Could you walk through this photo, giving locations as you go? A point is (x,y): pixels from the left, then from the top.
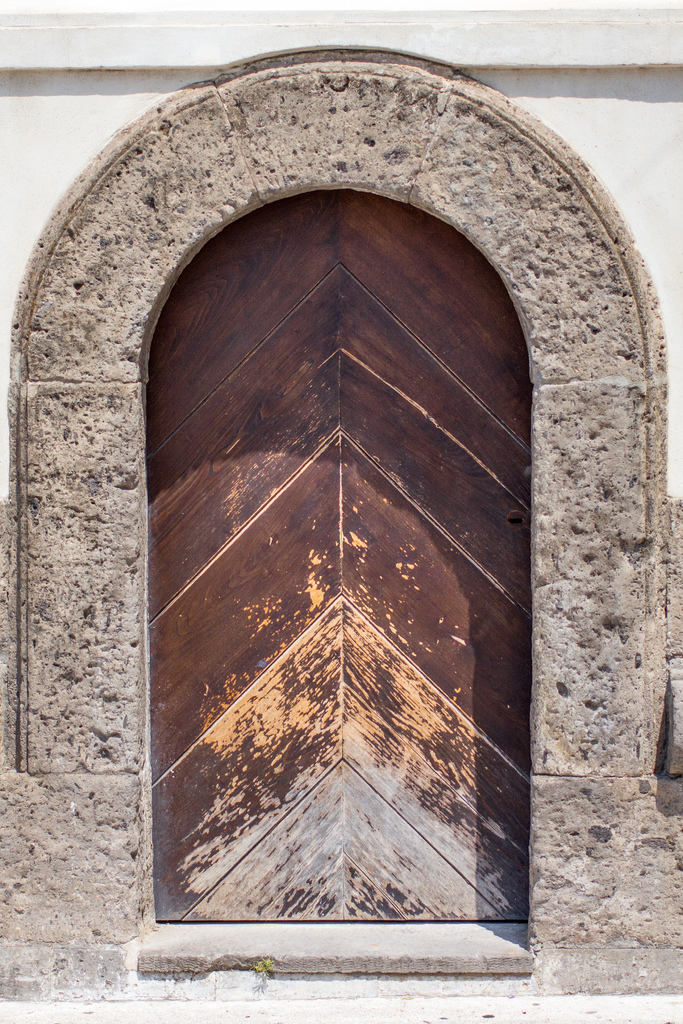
In this image I can see a white color building (550,101). I can see a brown color door (338,568).
